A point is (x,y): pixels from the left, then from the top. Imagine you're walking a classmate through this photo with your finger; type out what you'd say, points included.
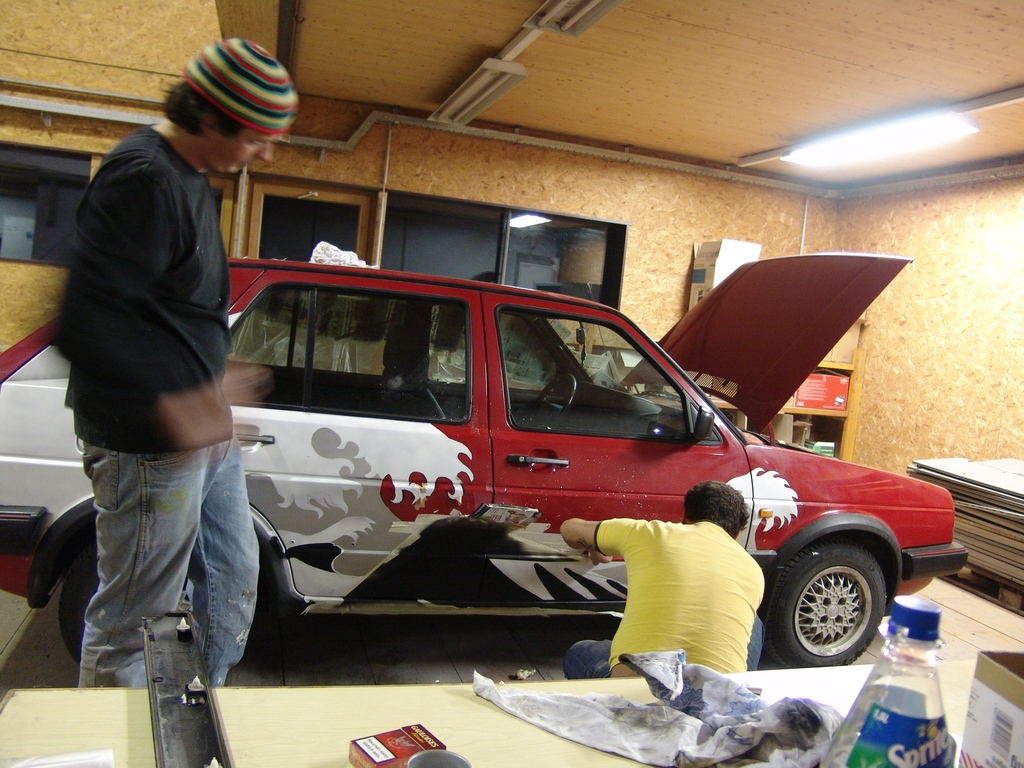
Here we see a man (629,545) stickering car (425,554) and we see another man (250,47), standing and looking at and we see a table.
